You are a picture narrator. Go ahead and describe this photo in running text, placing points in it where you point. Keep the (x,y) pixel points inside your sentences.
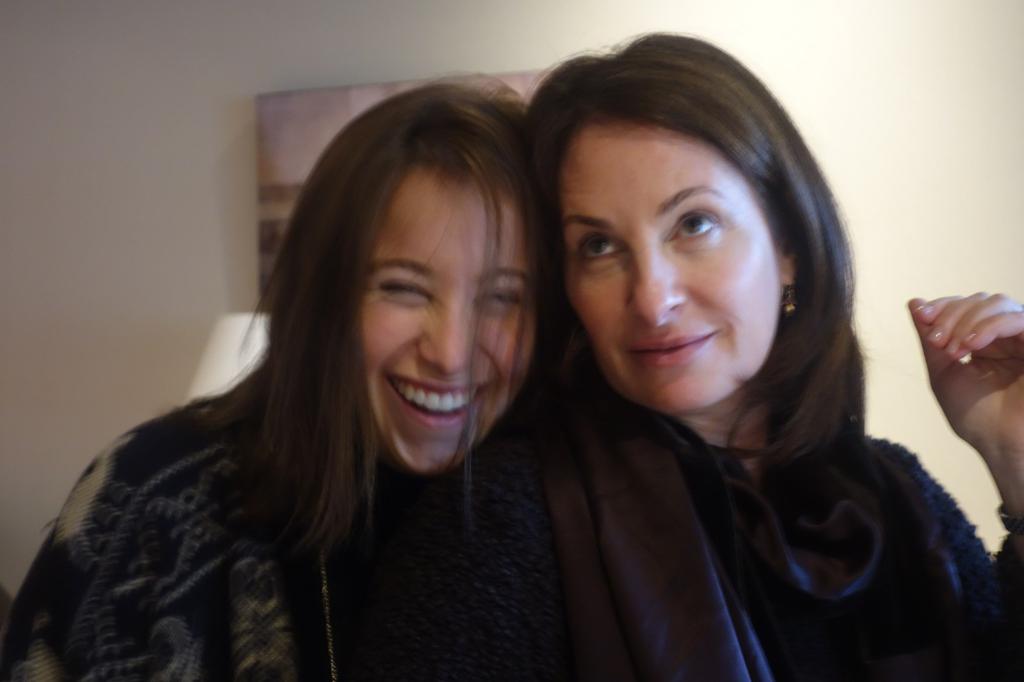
In this image, we can see two persons (624,421) wearing clothes (541,594) in front of the wall (468,24).
